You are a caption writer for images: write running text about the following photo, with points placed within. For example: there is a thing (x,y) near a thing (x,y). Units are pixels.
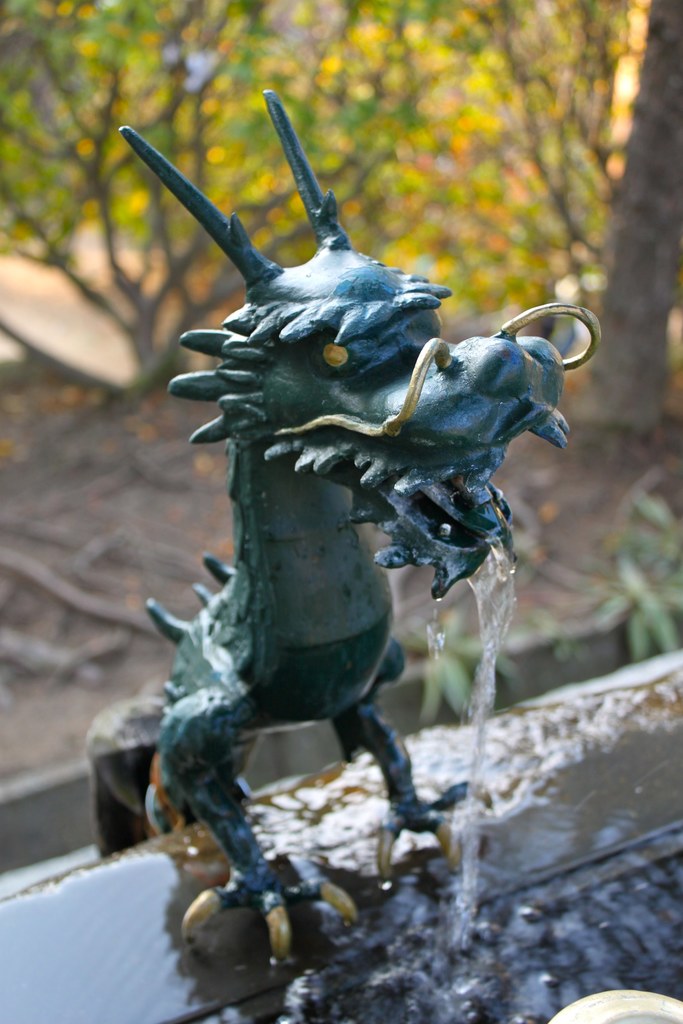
In the image I can see the statue (361,598), water (418,920) and few trees (447,229). Background (489,233) is blurred.
